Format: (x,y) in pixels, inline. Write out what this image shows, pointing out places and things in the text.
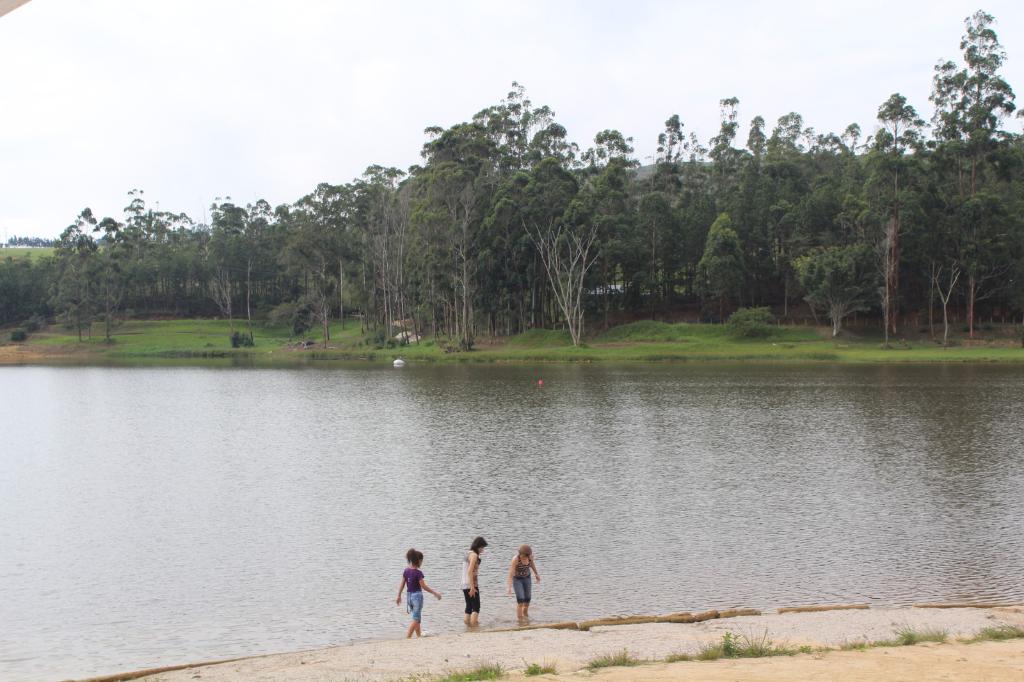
In the center of the image (503,421) water (430,459) is present. In the background of the image (578,247) trees (677,267) and grass (652,336) are there. At the bottom of the image (477,570) three ladies (479,564) are standing. At the bottom right corner (949,650) soil (937,645) is present. At the top of the image (764,45) sky (774,36) is present.
